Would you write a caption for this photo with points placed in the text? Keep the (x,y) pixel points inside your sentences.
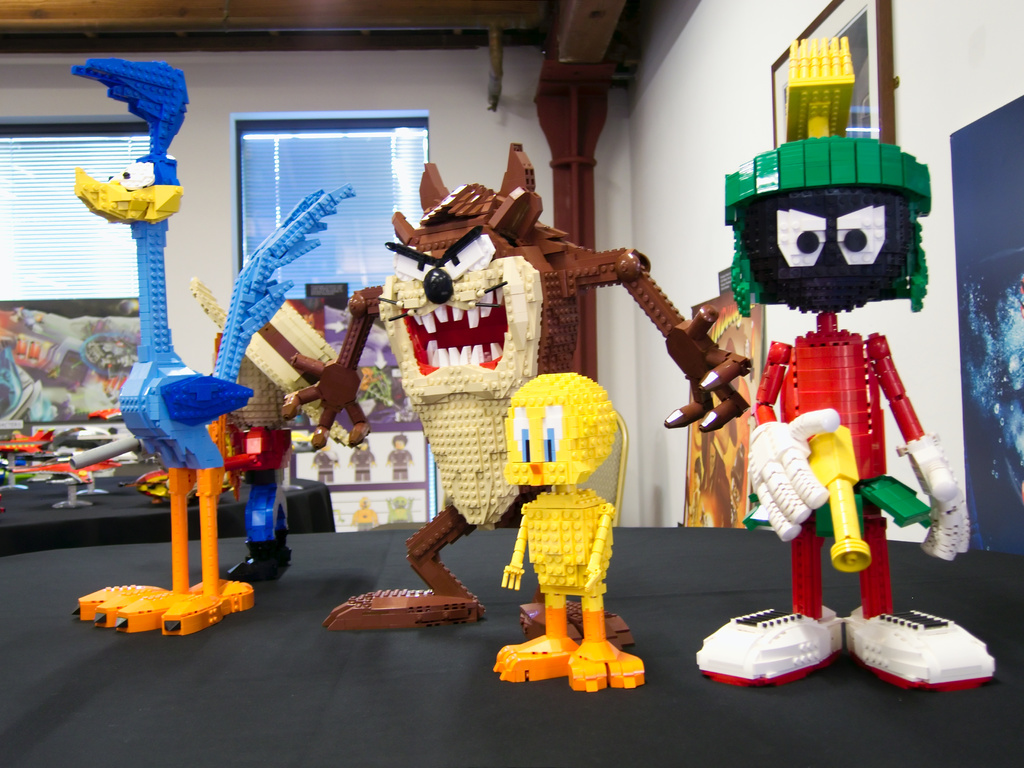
In this image I can see few lego toys (560,554) which are colorful. These are on the black color surface (226,708). To the left (81,471) I can see few more toys (61,466). To the right (746,473) I can see the boards (739,445) and the frame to the wall (711,237). In the background (48,269) I can see the window blinds (251,193).
